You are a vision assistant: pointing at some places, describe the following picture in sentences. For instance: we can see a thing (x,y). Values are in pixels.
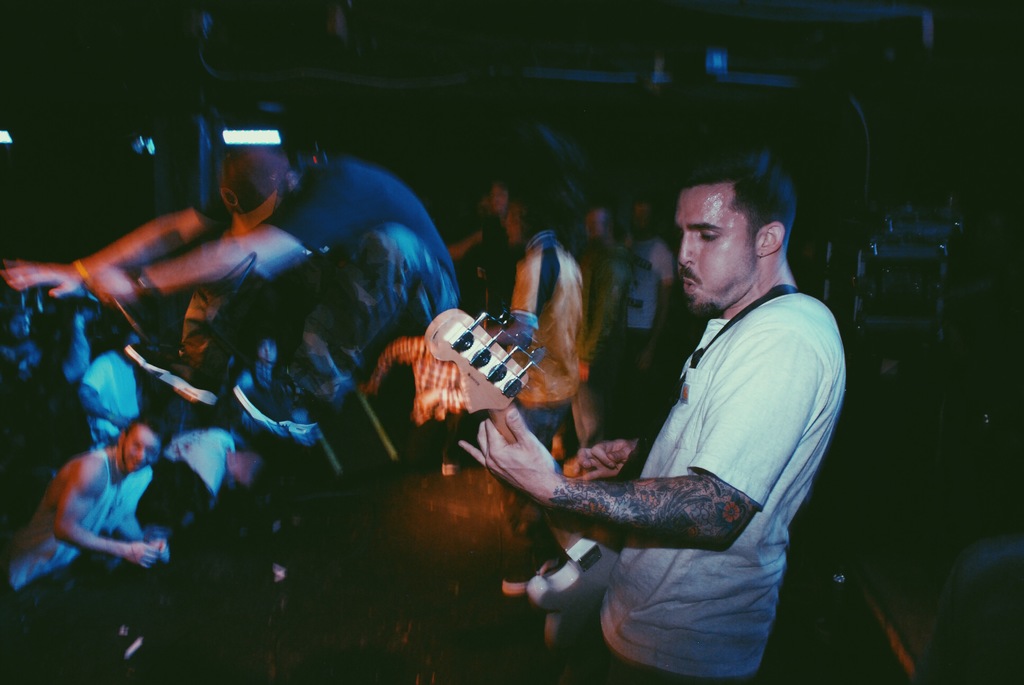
In this image I see a man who is holding a guitar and in the background (521,326) I can see lot of people (529,273).
